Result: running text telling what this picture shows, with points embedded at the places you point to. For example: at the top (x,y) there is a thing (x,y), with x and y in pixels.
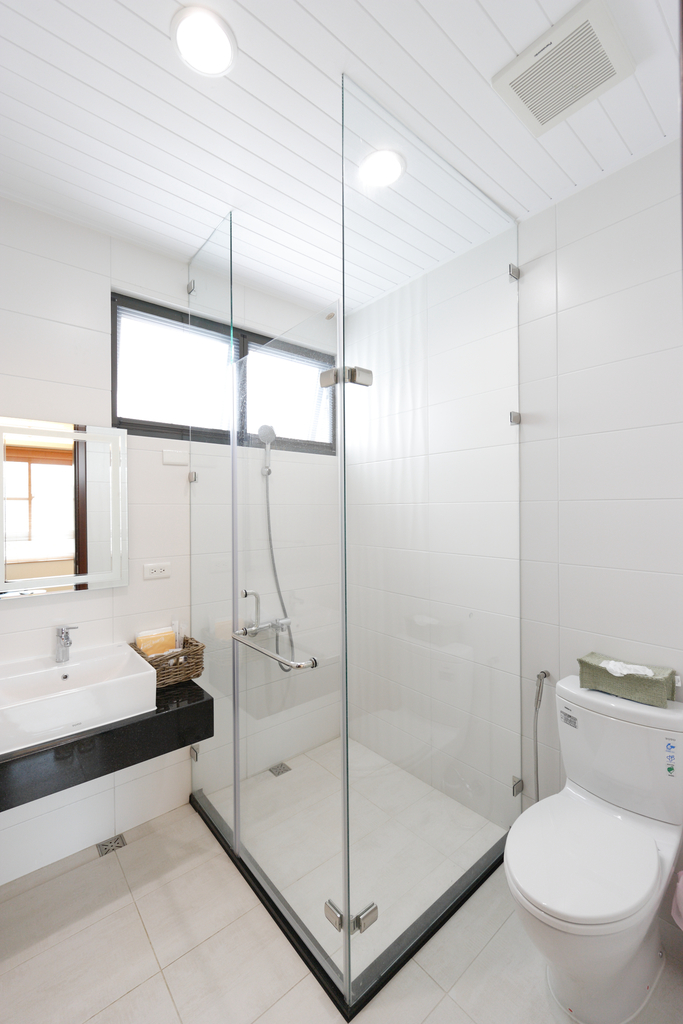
In this image on the right (575,756), there is a toilet seat (575,851). In the middle (333,660) there is a glass cabin (333,685). On the left (126,629) there are windows (119,398), glass (59,500), sink (51,683), tap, tiles (136,832) and floor (229,961). At the top (441,70) there are lights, roof (419,135).
